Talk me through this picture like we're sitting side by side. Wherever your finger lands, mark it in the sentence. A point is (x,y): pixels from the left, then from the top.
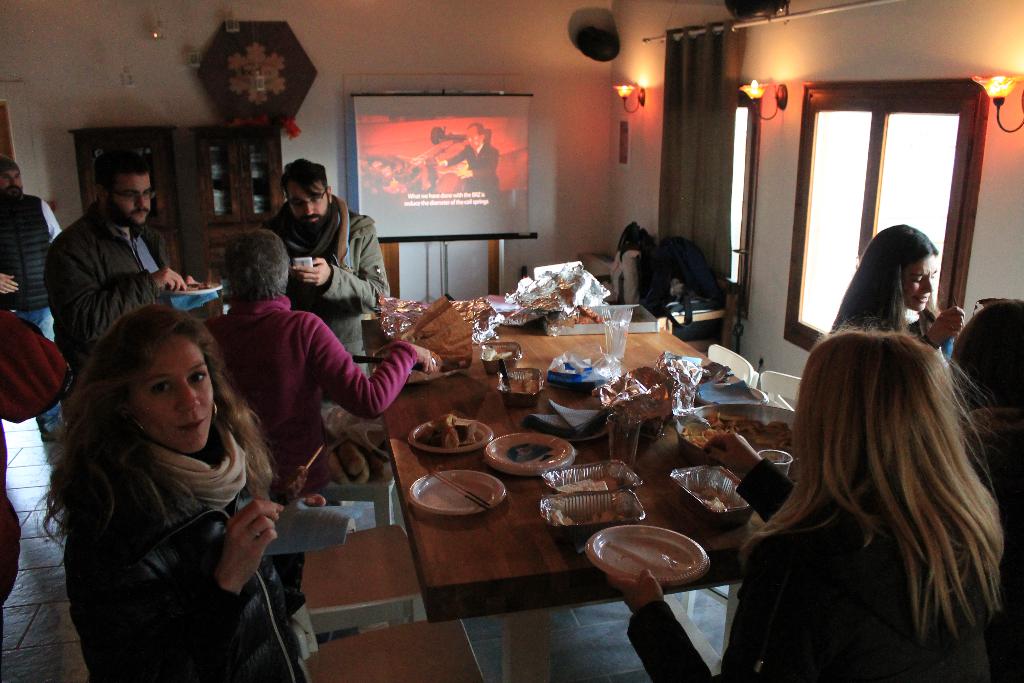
this picture shows few people (341,267) standing by holding plates (648,530) in their hand (646,602) we see some food plates (567,445) and glasses (608,355) on the table (376,339) and we see a projector screen (426,168) and a curtains (678,47) to the windows (740,158).
